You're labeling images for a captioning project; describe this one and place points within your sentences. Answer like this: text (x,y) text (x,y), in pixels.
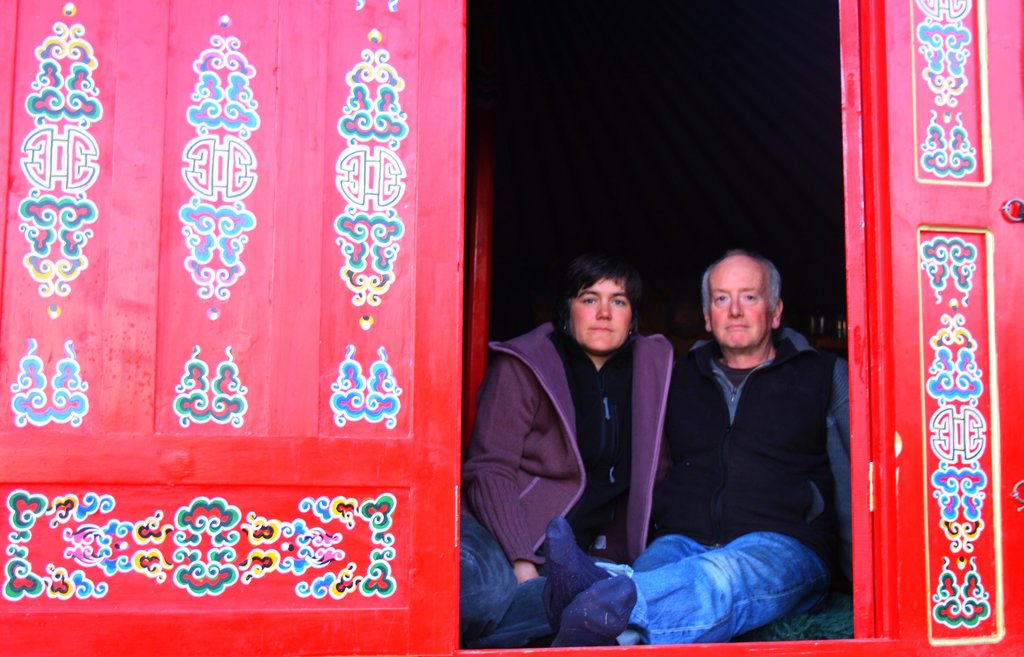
In this image we can see a man (704,424) and a woman (608,343) sitting on the surface (799,633). We can also see the painting (227,515) on a wall (257,628) and a door (912,597).
